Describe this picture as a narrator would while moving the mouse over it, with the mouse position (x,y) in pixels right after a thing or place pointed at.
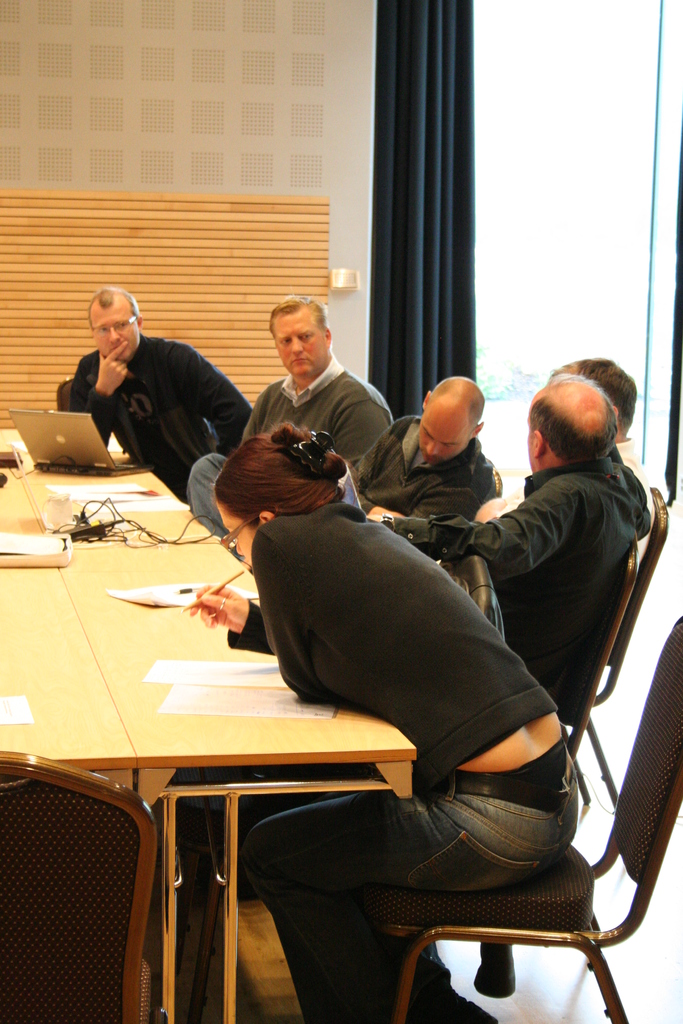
In this picture we can see few persons (479,486) sitting on the chair (512,907). This woman (408,709) is holding a pen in her hand (201,612). on the table (86,483) we can see a laptop (52,445) and few papers (183,674). On the background (215,108) we can see a wall (242,97) in cream colour. This is a blue curtain (423,254).
